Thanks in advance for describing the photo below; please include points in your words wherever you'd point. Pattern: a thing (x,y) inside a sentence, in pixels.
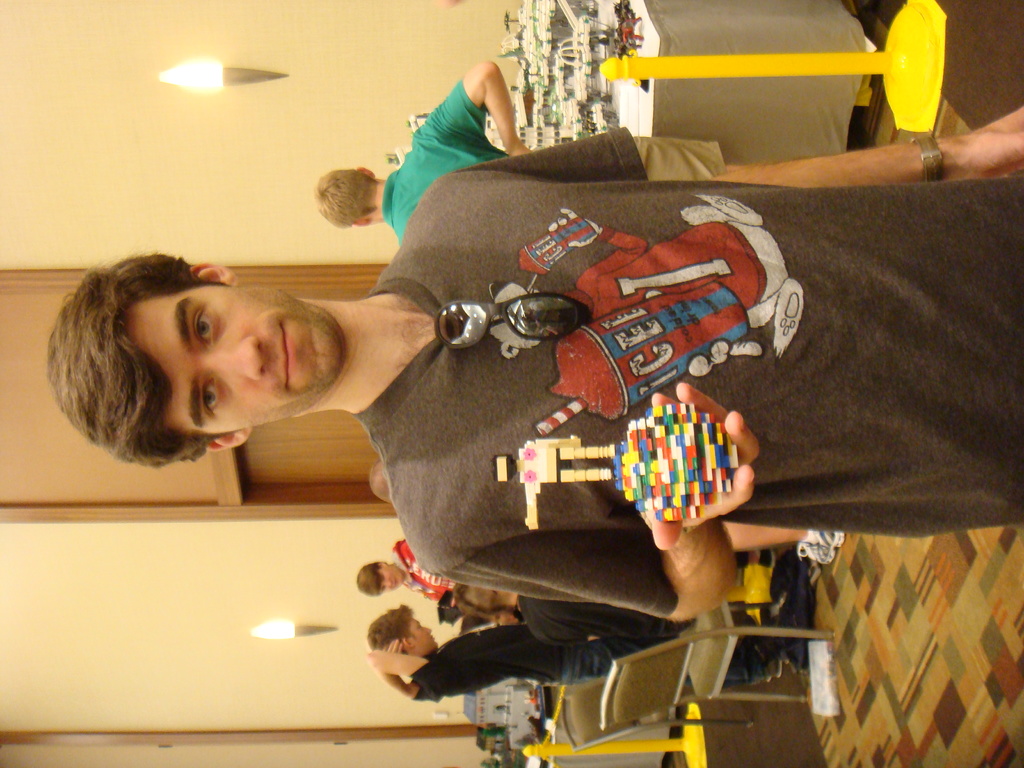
In this image we can see a group of people (436,395). One person (561,618) is sitting on a chair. One person (679,594) is holding a toy (623,480) in his hand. In the background (526,709), we can see group of toys (527,690) placed on the table (798,124) and some poles (796,62) placed on the ground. In the left side of the image (145,471) we can see a door (118,490) and some lights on the wall (142,124).
